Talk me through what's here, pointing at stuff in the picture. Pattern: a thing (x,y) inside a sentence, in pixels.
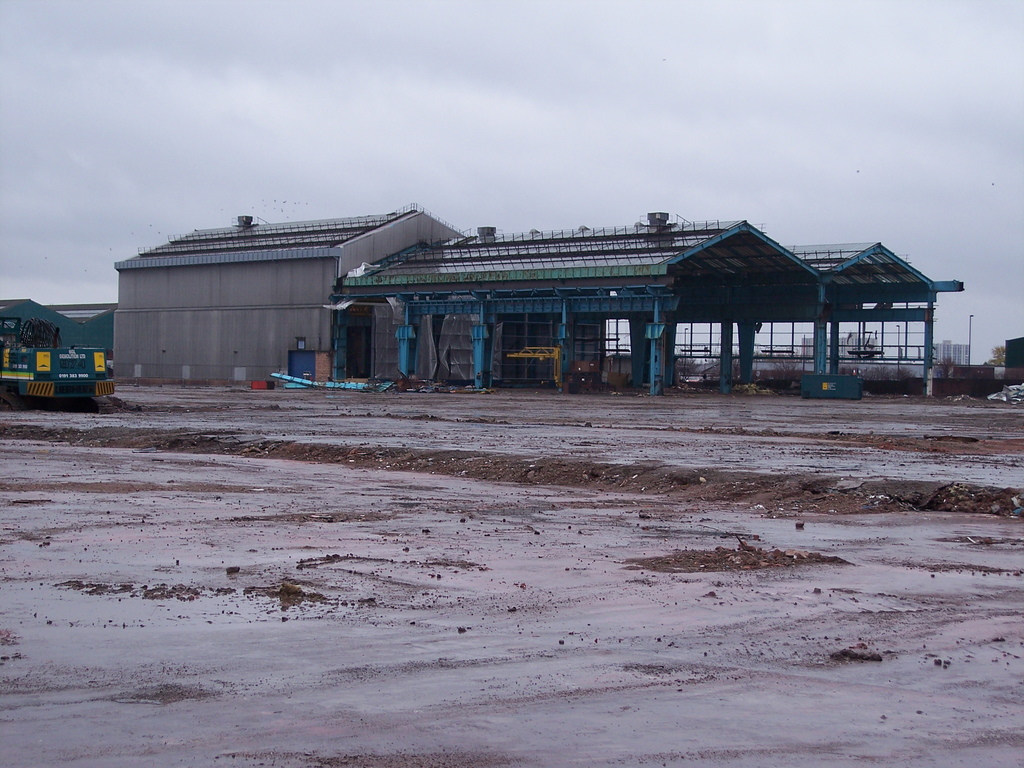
We can see vehicle (83,393) on surface (76,419) and we can see shed (428,315). On the background (698,338) we can see building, light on pole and sky (437,45).
